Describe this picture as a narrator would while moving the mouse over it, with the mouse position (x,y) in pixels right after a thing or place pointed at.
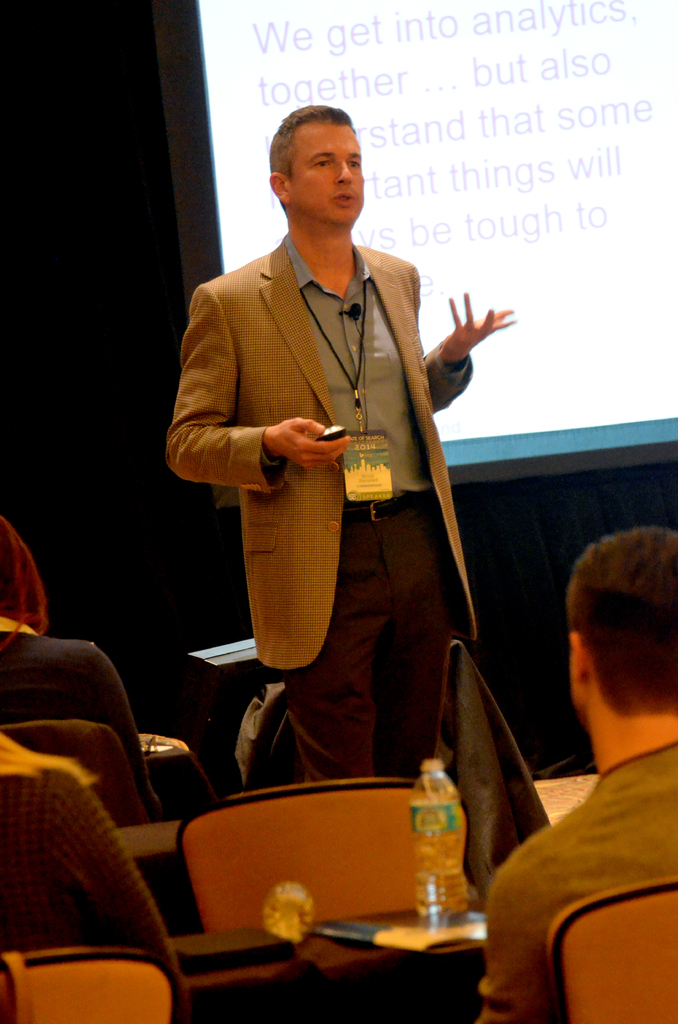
As we can see in the image, there is a screen (613,340), a man (386,454) standing over here and few people (49,640) sitting over chairs (651,941) and there is a table (299,963). On table (331,959) there is a bottle (458,855).
